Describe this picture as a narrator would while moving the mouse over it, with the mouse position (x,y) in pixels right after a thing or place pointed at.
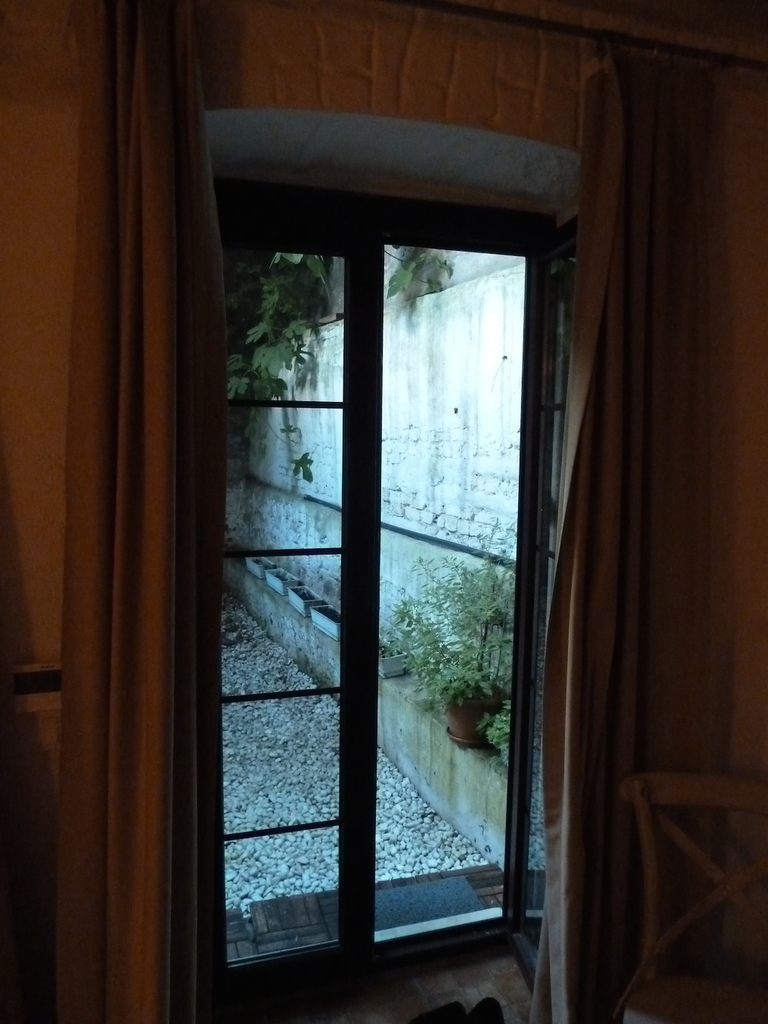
In this image, we can see the wall (380,155) and some curtains (589,1016). We can also see some doors (322,944) and the ground (348,1000). We can see some stones (326,729) and some plants (453,687) in a pot (464,725). We can also see a tree (307,295) and a chair (653,958) on the right (624,1004). We can see some objects (430,1016) at the bottom (495,1002).
